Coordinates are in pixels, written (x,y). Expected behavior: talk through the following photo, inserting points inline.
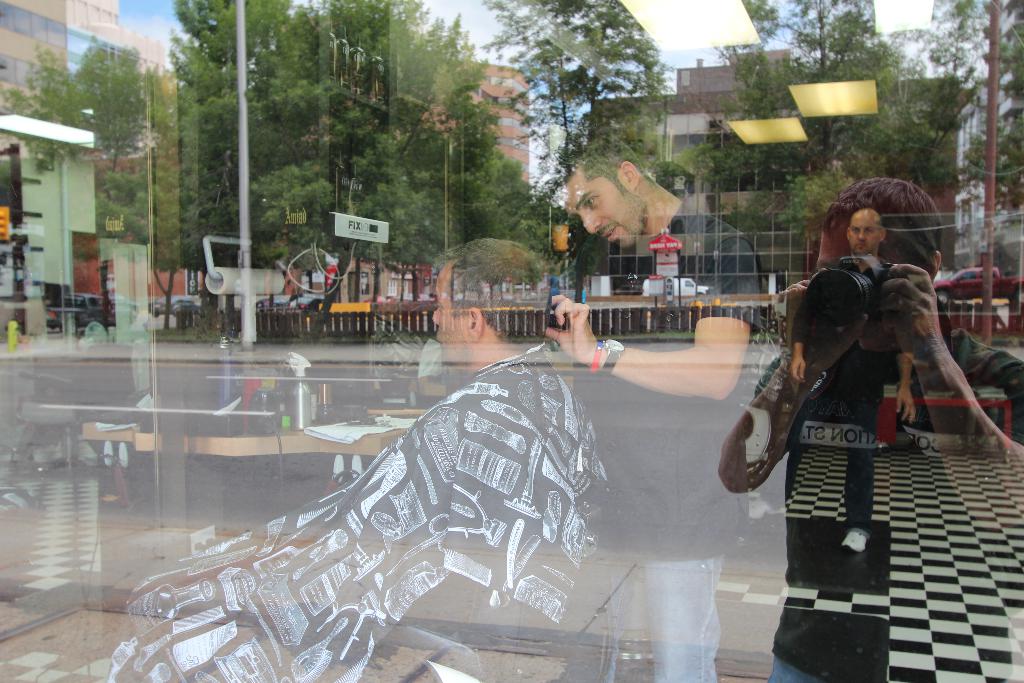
In this picture I can see a man (541,345) sitting, there is a person (571,168) standing and doing something, there are some objects (269,389) on the table (399,428). On the transparent glass (823,219) there is a reflection (902,318) of a person (780,642) standing and holding a camera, there is fence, road (330,386), there are buildings (13,30), trees (593,40) and the sky (801,25).
